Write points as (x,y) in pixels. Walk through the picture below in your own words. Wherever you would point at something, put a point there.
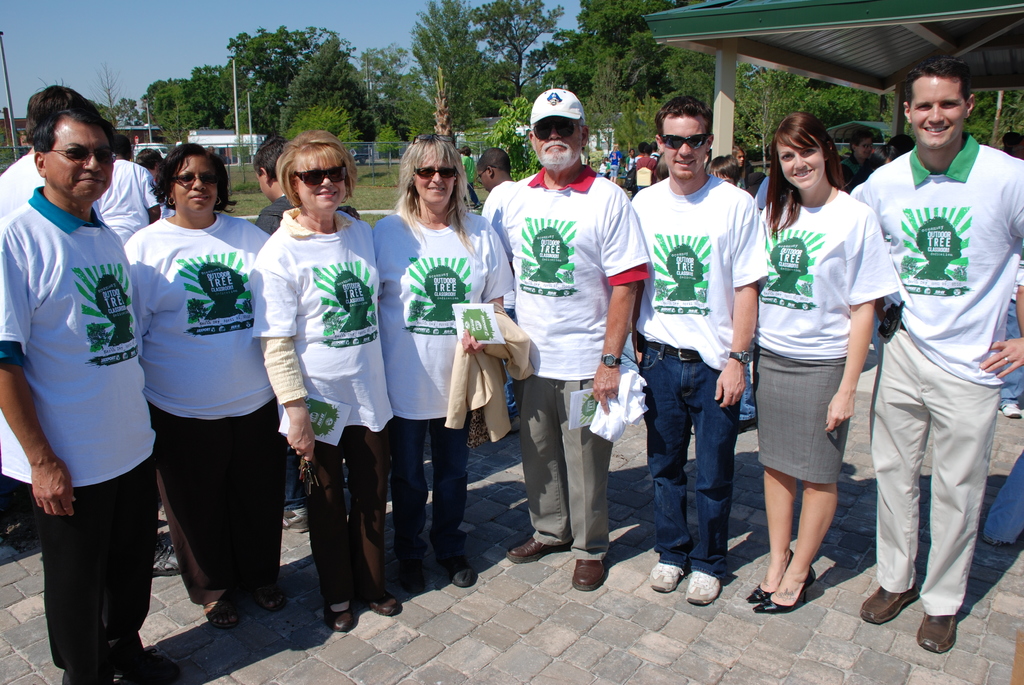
In this image there are a group of people (124,516) standing on the floor (29,568), behind him there is a building (608,123), trees (431,114) and shed (862,12).
